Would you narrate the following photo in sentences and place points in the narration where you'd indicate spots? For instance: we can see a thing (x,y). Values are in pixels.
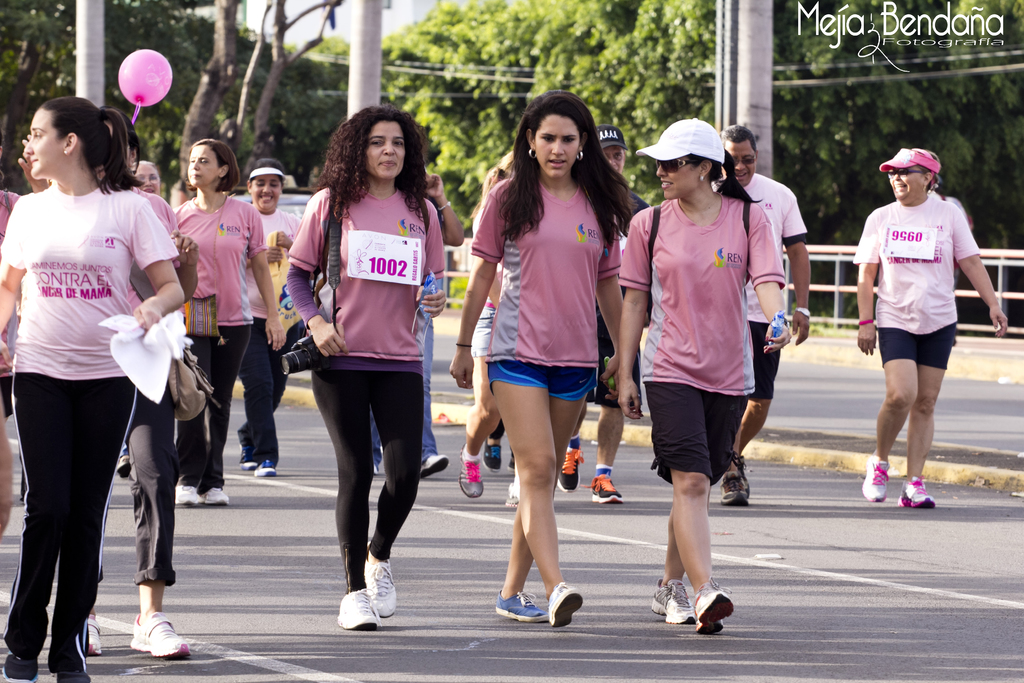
In this image there are group of persons (189,264) walking. In the background (412,73) there are trees (531,62), there are poles (752,85) and there is a balloon (142,89) which is pink in colour.
